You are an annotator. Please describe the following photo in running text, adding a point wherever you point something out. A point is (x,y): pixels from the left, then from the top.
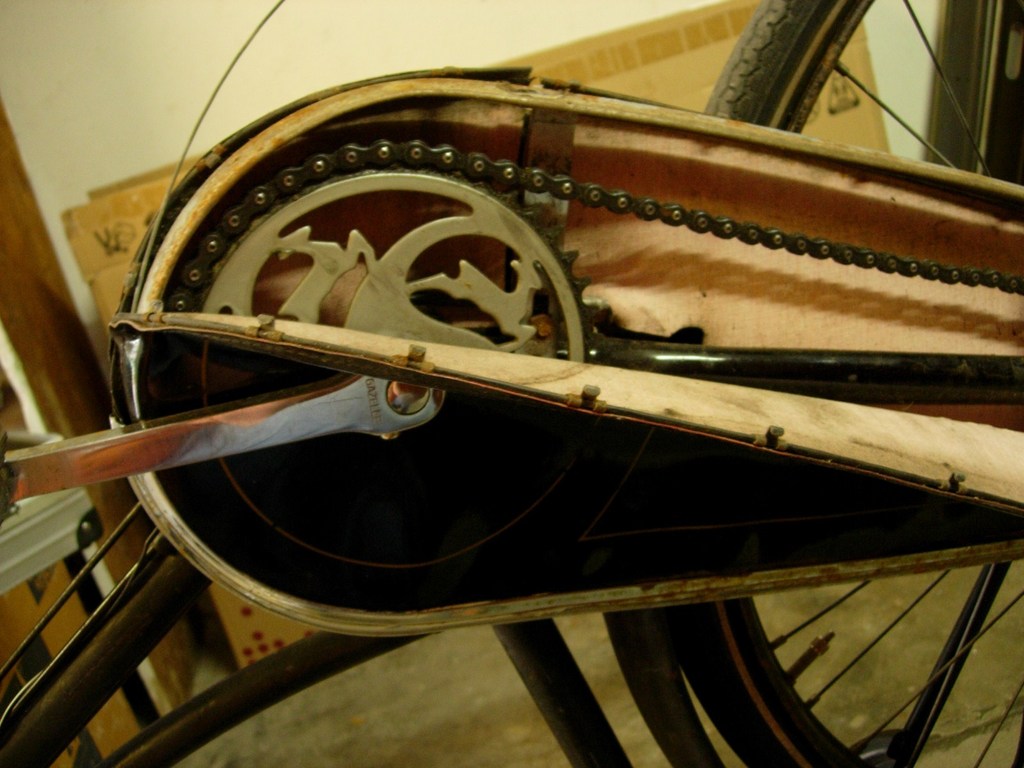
In this image there is a bi-cycle part (509,506), in which there is a Tyre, chain (558,173), pedal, spokes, rods (435,634), visible in front of the wall (95,84).
